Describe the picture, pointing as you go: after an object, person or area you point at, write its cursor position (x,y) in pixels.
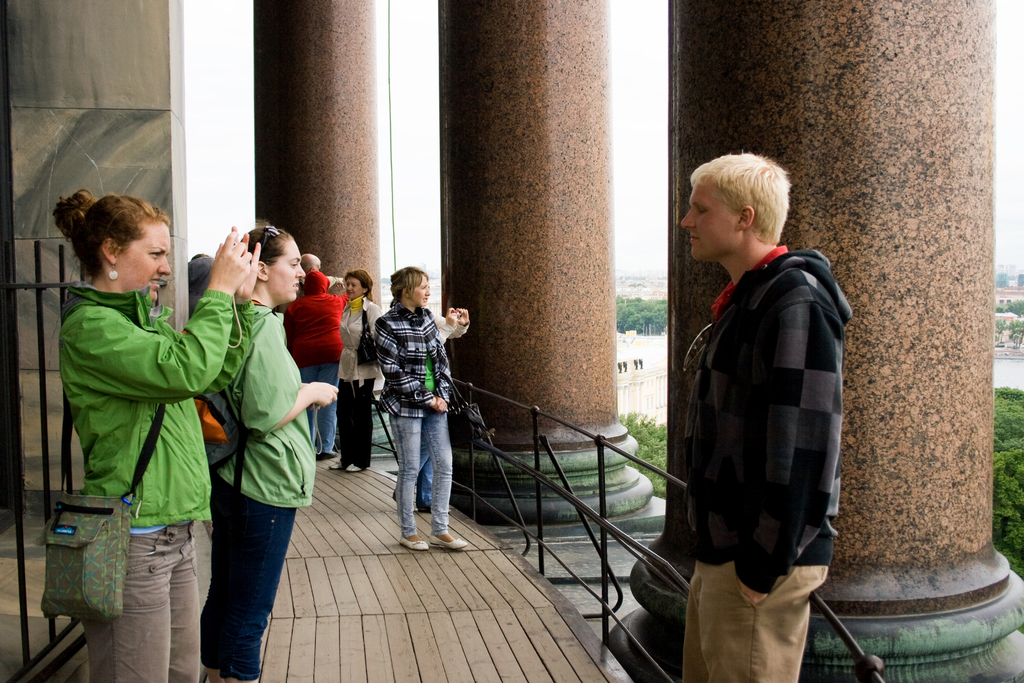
In this image, we can see persons (445,468) wearing clothes (446,430). There is a safety barrier (606,523) at the bottom of the image (595,617). There are pillars (602,245) in the middle of the image (465,256). There is a person (109,412) on the left side of the image (108,366) wearing a bag (86,538).
